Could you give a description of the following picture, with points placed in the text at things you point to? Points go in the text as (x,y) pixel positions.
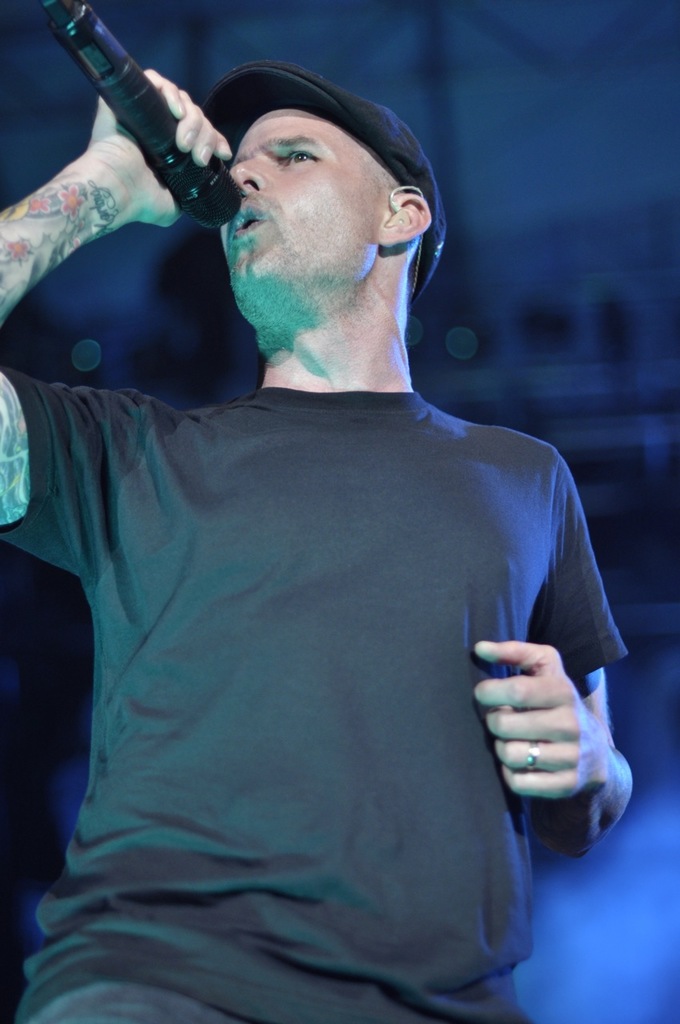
This is the man (218,590) standing. He wore T-shirt (386,612) and black cap (368,138) on his head (379,180). He is holding mike (202,199) and singing. This is a tattoo (22,271) on his hand (25,280).
